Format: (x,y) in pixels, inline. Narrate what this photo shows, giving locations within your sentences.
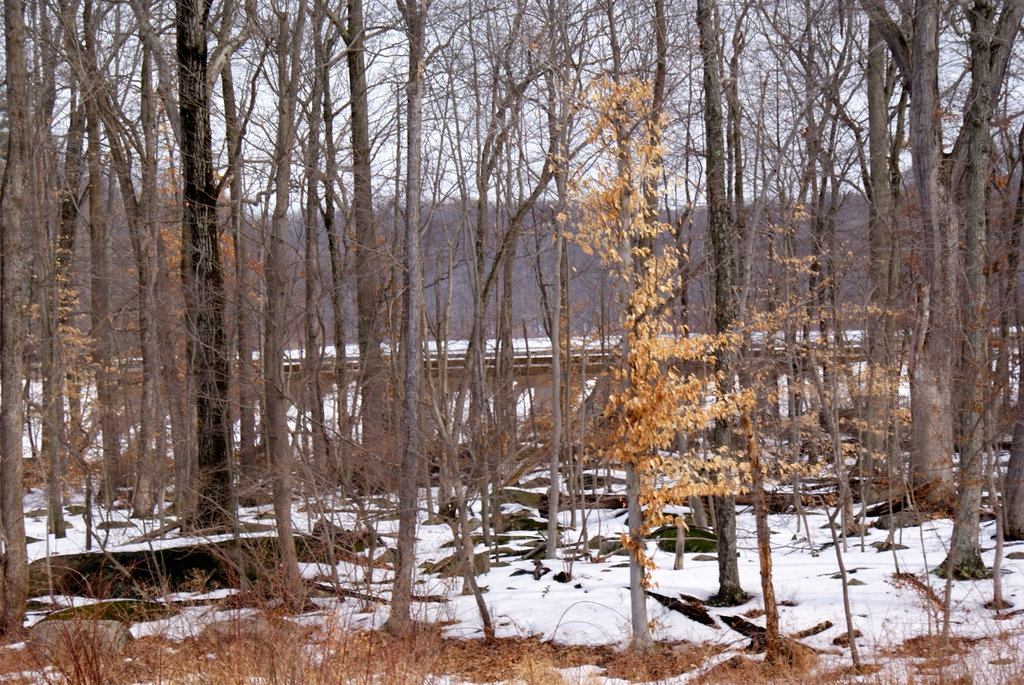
In this image there is a land (732,635) and it is covered with snow (941,588) and there are trees (372,343).
